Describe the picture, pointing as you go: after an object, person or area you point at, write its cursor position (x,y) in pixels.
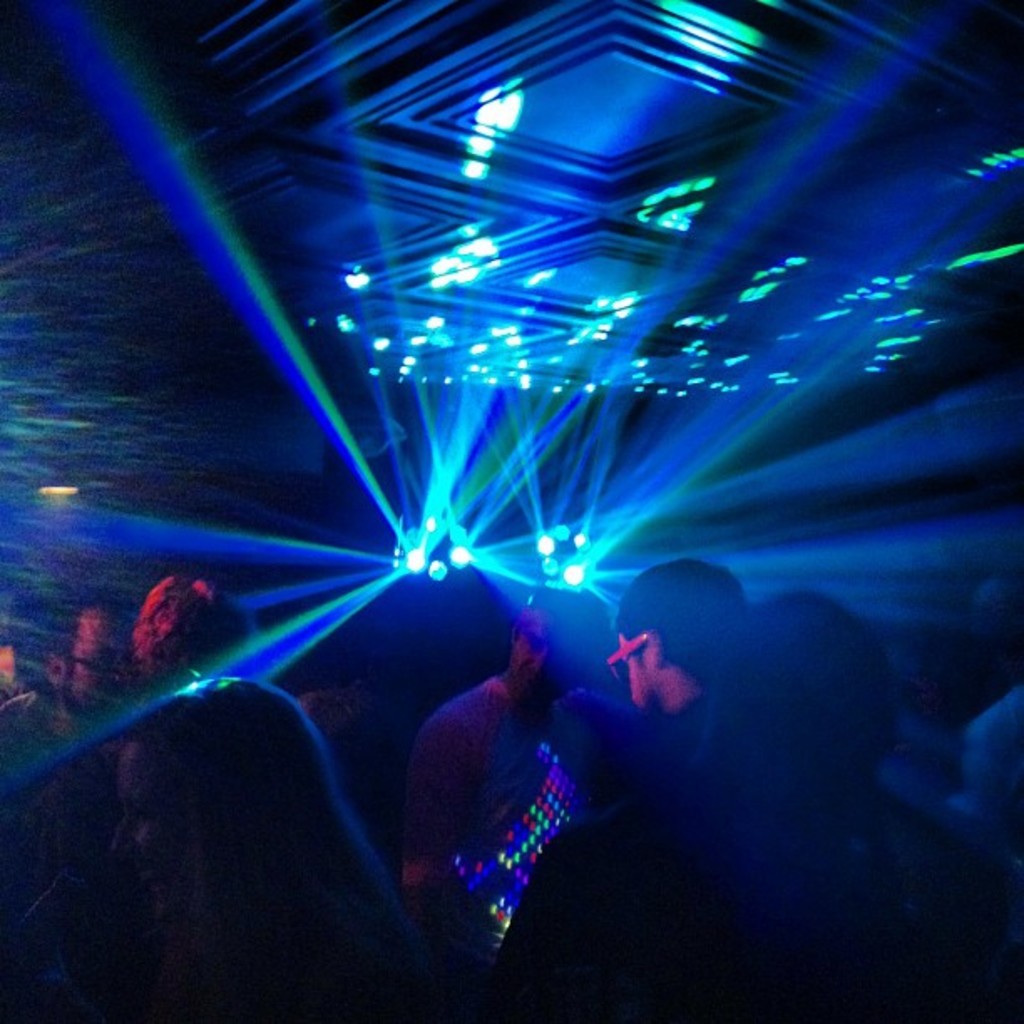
In this picture I see number of people (169,607) in front (742,778) and in the background (320,143) I see the blue color lights (426,472) and I see that it is a bit dark.
